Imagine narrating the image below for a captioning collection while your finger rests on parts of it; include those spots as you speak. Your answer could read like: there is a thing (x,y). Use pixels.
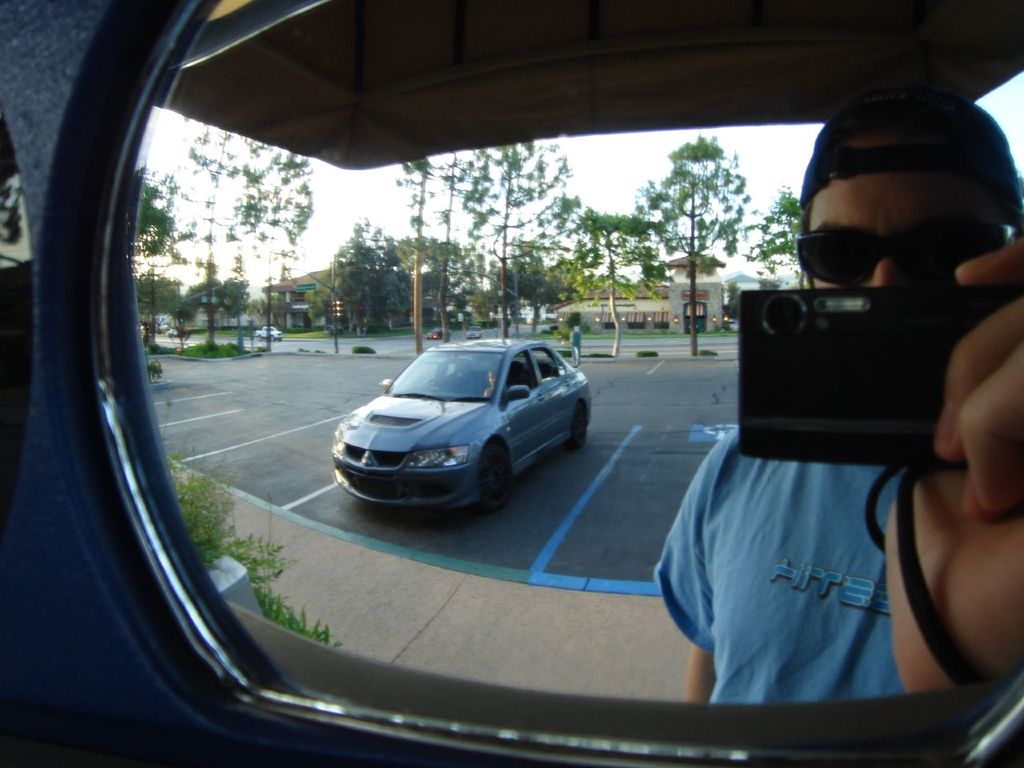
In this picture there is a mirror (554,359) where there is a person (884,504) holding a camera (874,410) in the right corner (862,435) and there are few vehicles (468,444), trees (359,318) and buildings (724,314) in the background (517,305).
